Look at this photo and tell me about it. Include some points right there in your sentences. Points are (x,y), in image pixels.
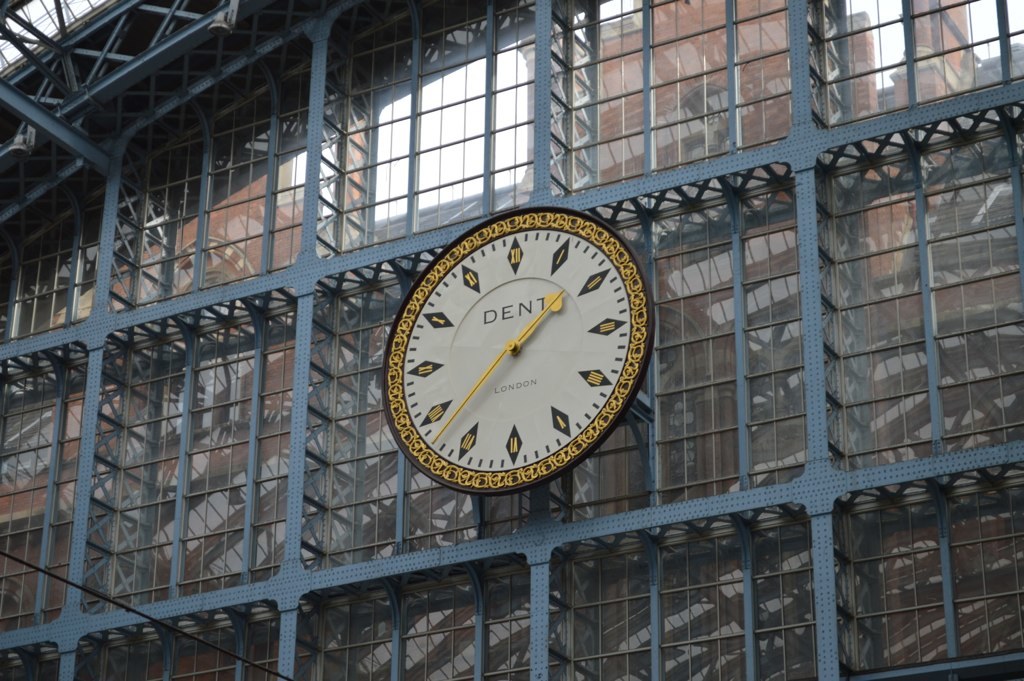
In this picture we can see a clock (461,338) on the iron grilles (233,666). Behind the iron grilles (644,65) there are transparent glasses (624,86), a building (673,101) and the sky (454,134).
